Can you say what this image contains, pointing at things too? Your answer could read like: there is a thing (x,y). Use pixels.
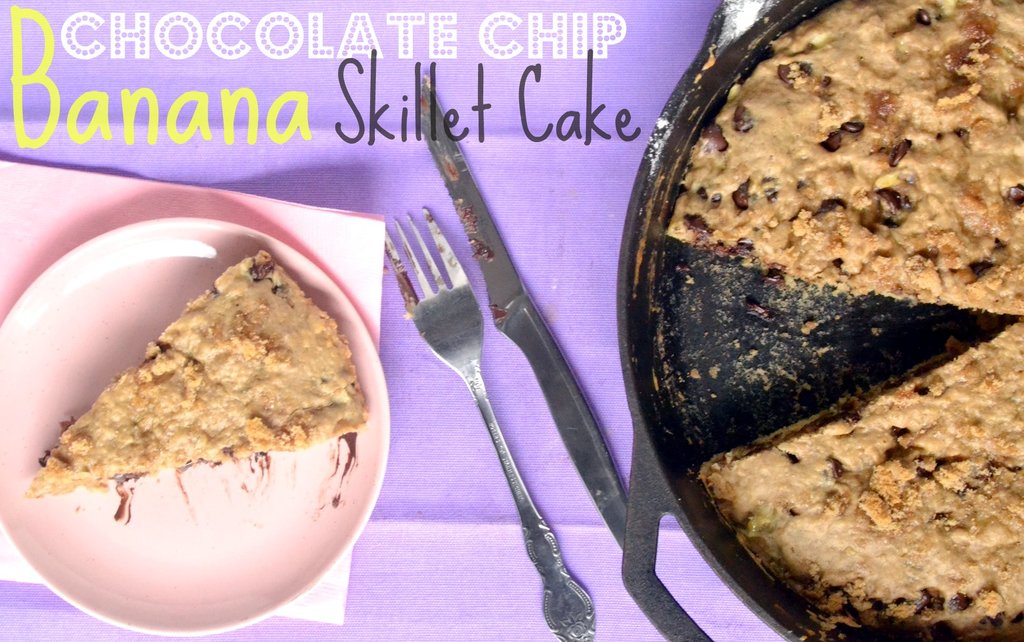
This image consists of a cake (834,264). To the left (254,367), there is a piece of cake (167,416) on the plate (76,385). Beside that there is a knife (586,442) and a fork (509,487) are kept on a table (540,445). At the top (371,80), there is a text (191,98).
